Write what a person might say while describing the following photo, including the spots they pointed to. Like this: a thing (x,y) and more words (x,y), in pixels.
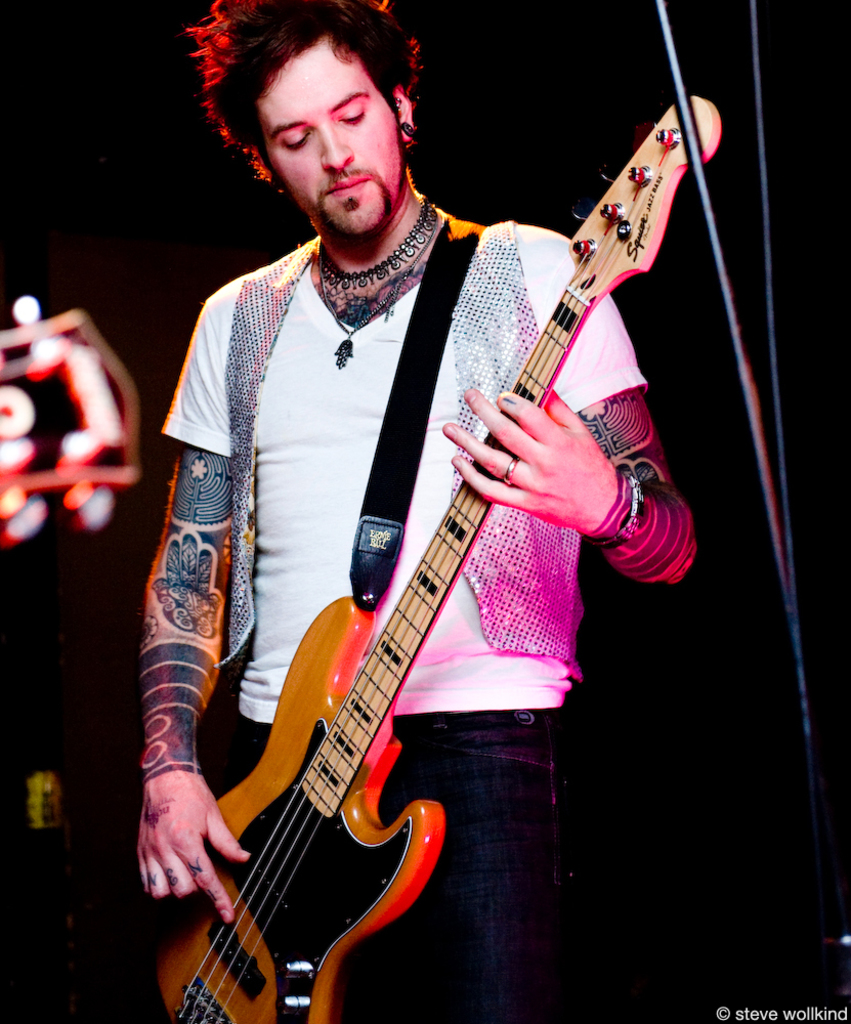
In this picture we can see a man (508,348) holding a guitar (490,476) with his hands (188,872) and standing and in the background (129,621) it is dark.
